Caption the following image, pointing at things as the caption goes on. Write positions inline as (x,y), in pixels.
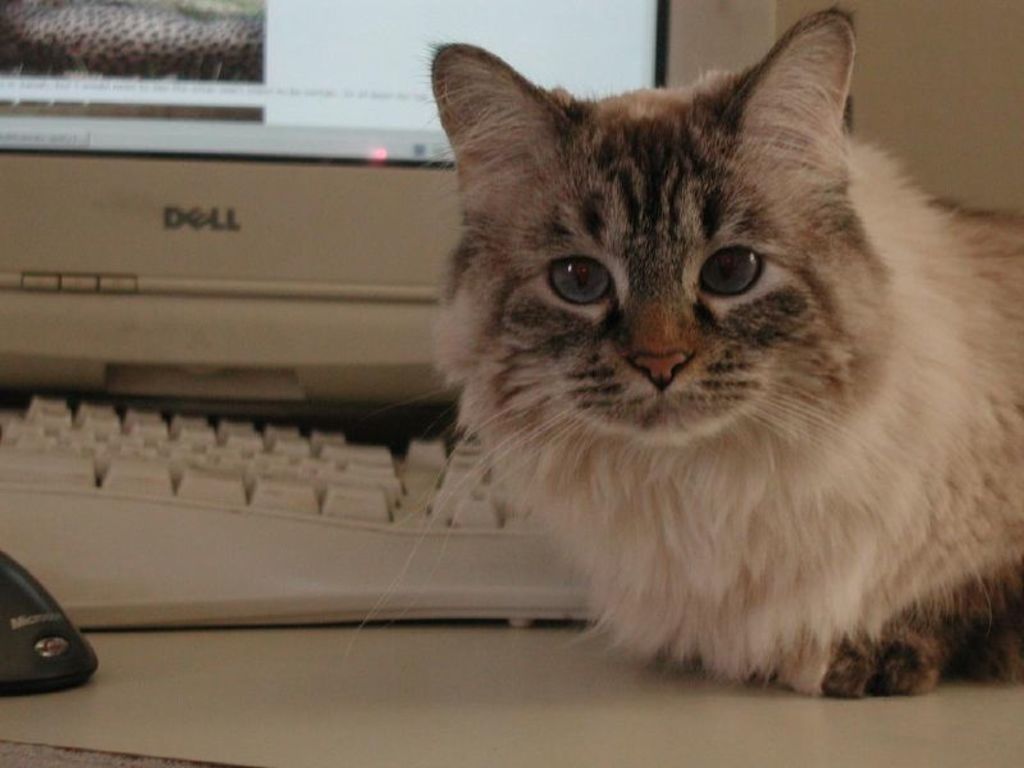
As we can see in the image there is a table (555,689). On table (550,690) there is screen (319,33), keyboard (297,496), mouse (13,600) and cat (775,447).
